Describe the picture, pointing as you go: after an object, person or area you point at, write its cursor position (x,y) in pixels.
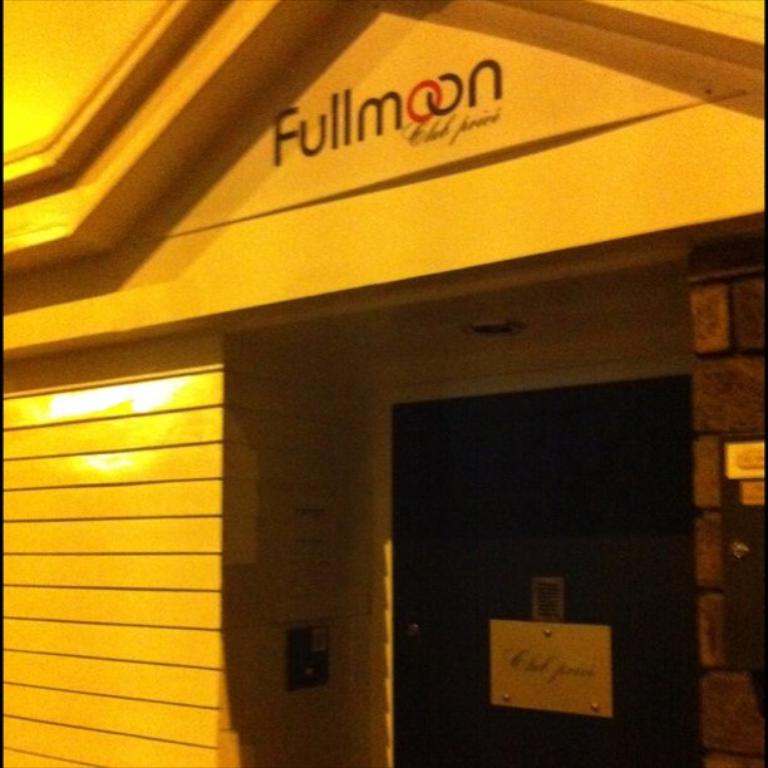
In this image we can see a building (247,257) with text (387,135), there is a board (565,647) to the door (464,598) and few objects (315,630) to the wall (751,436) and there is a light (496,329) to the ceiling (533,326).
